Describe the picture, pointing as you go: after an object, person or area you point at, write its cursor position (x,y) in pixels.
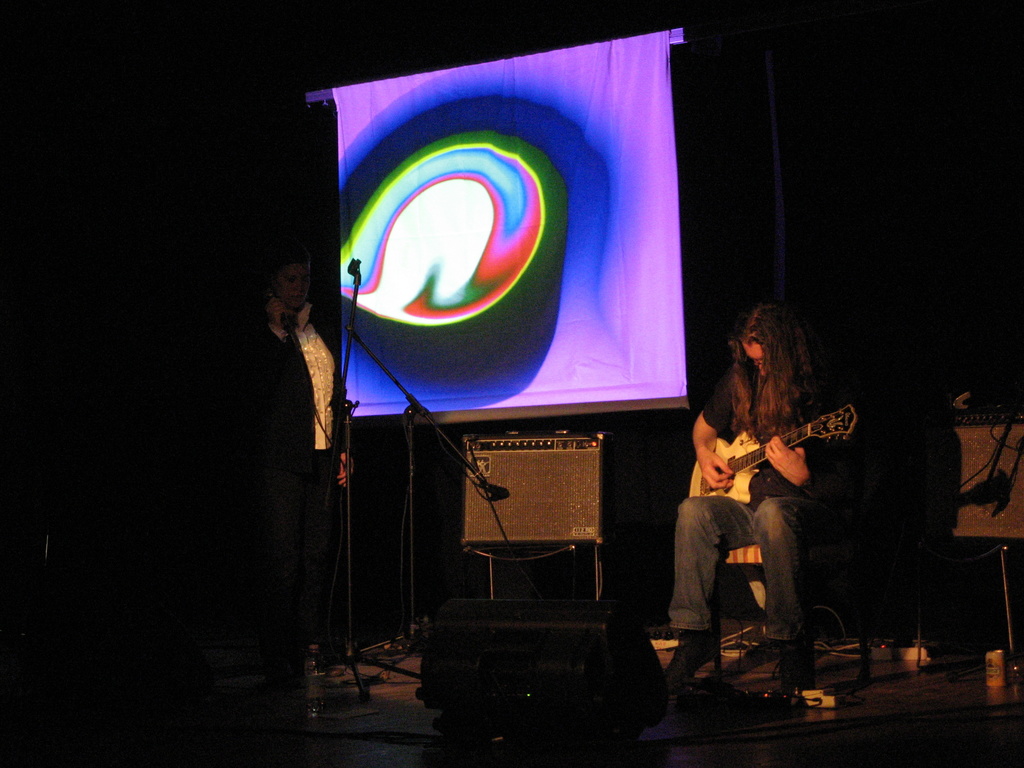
In this image there are two persons (315,488), there is person (777,567) sitting and playing a musical instrument (746,471), there is a person (275,398) holding an object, there are stands (346,388), there is a microphone (505,495), there are wires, there are objects (568,671) on the stage (402,684), there is an object (542,512) on the chair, there is an object (984,434) truncated towards the right of the image (972,425), there is a screen (535,217), the background of the image is dark.
